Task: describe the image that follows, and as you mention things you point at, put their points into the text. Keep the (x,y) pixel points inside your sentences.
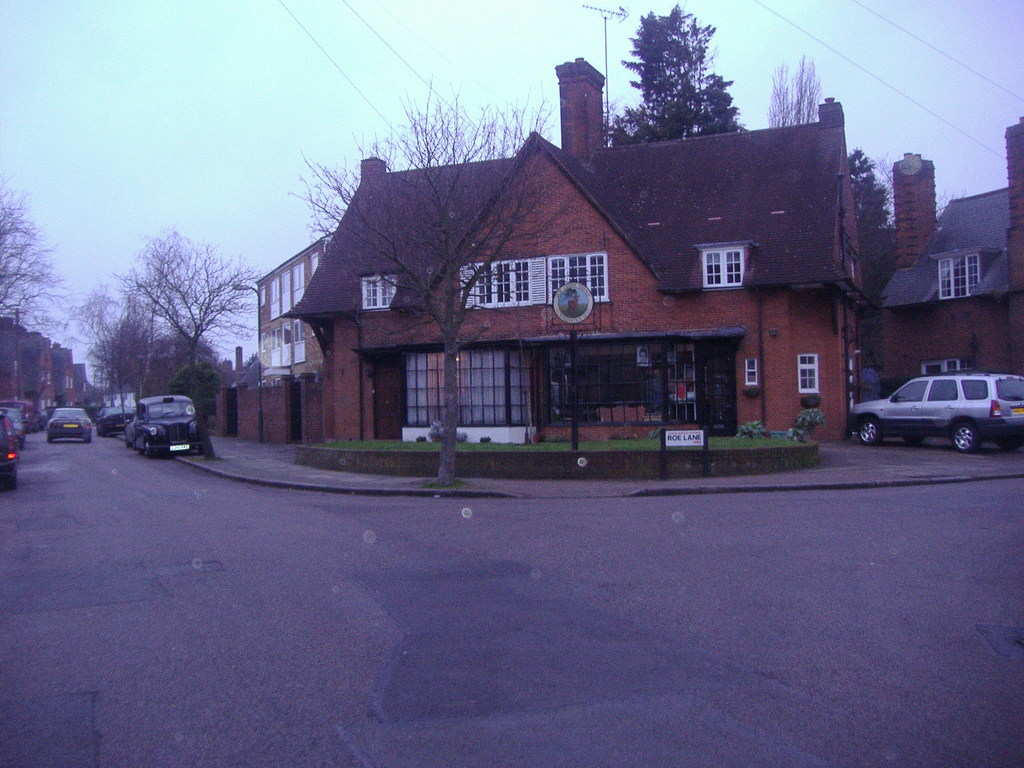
In this image there are buildings (712,315) and trees (20,250). At the bottom (37,578) there are cars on the road (617,594). In the background (377,105) there is sky (398,75) and we can see wires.
